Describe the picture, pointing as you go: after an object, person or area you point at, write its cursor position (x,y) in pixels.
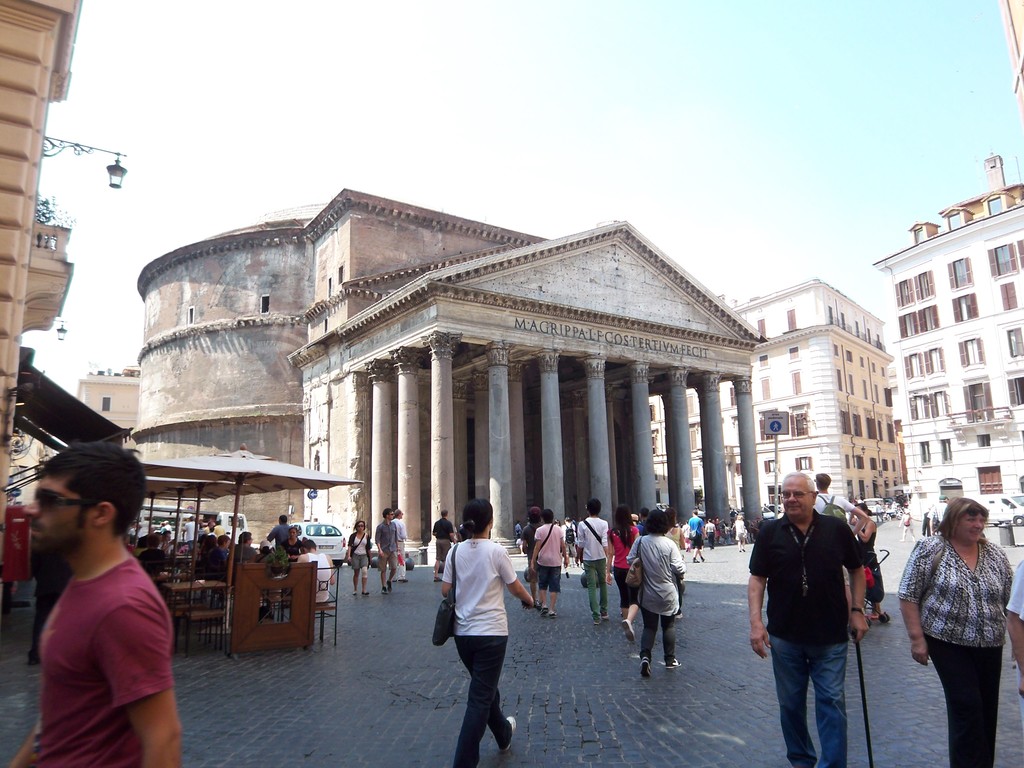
In this image we can see the buildings (567,329). And we can see the people (960,550) on the road (333,660). And we can see some vehicles (228,514). And we can see a shed (157,480) with chairs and tables (202,586). And we can see the lights (115,174) and plants (52,211). And at the top (111,228) we can see the sky (681,144).
